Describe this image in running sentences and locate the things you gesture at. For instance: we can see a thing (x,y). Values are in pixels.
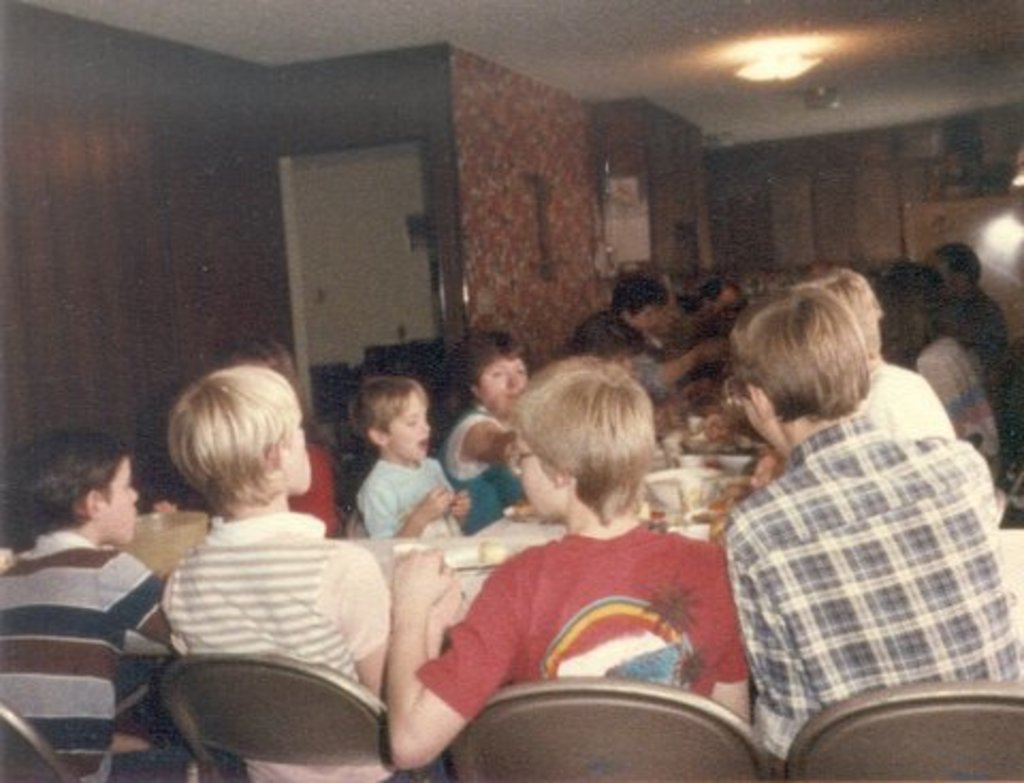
In this image there are group of people (211,632) sitting on the chair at dining table (715,497). In the left of the image (309,205), we can see a door (422,277) white in color. A roof top (566,30) is white in color having a lamp (789,42) on it. In the middle of the image (678,470) there is a table (686,523) having plates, bowls (691,490), glasses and so on. AT the bottom of the image (253,675) there are four chairs (988,755) grey in color.
